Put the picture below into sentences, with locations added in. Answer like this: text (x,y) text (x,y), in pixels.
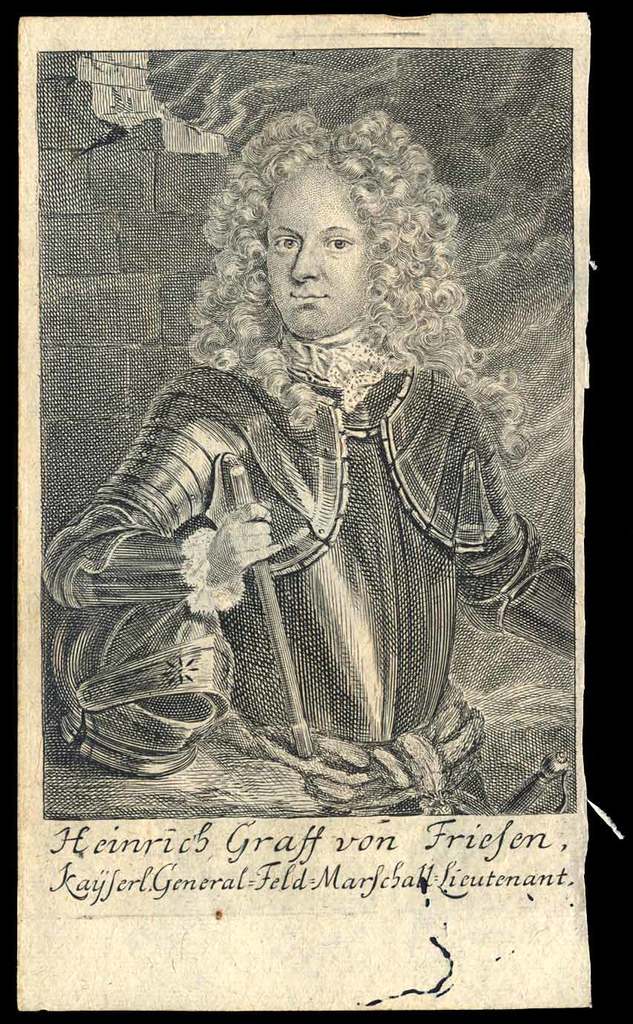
In this image we can see a page (423,298) of a book (389,280) where one person image (302,719) is there with some text (252,880) written on it.
